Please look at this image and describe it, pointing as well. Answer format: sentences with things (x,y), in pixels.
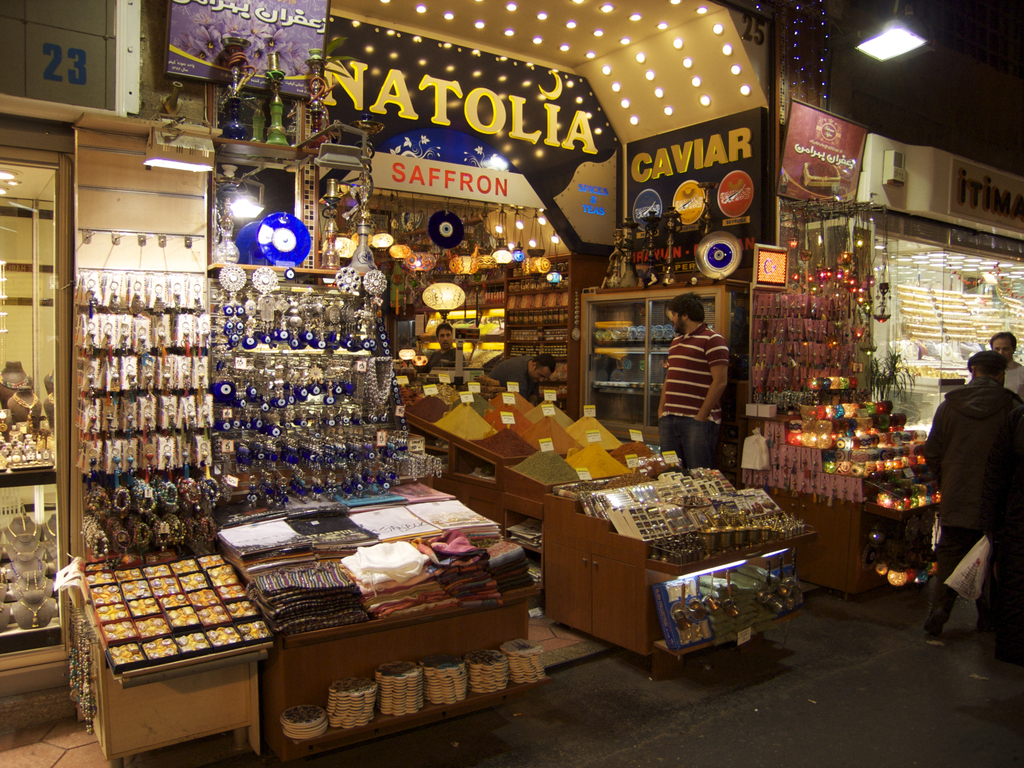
In this picture we can see stores (667,342), there are some people (976,450) standing on the right side (713,342), on the left side (174,460) we can see watches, some jewelry (111,490), clothes (302,515) decorative things (355,348) and some other things (304,405), on the right side (701,594) we can see price tags (590,415), spoons (767,576), steel things (692,504) and other things (829,394), there is a hoarding (564,158) here, we can see lights (868,45) at the top of the picture (881,43), we can see paper lanterns (481,264) in the middle (532,268).
